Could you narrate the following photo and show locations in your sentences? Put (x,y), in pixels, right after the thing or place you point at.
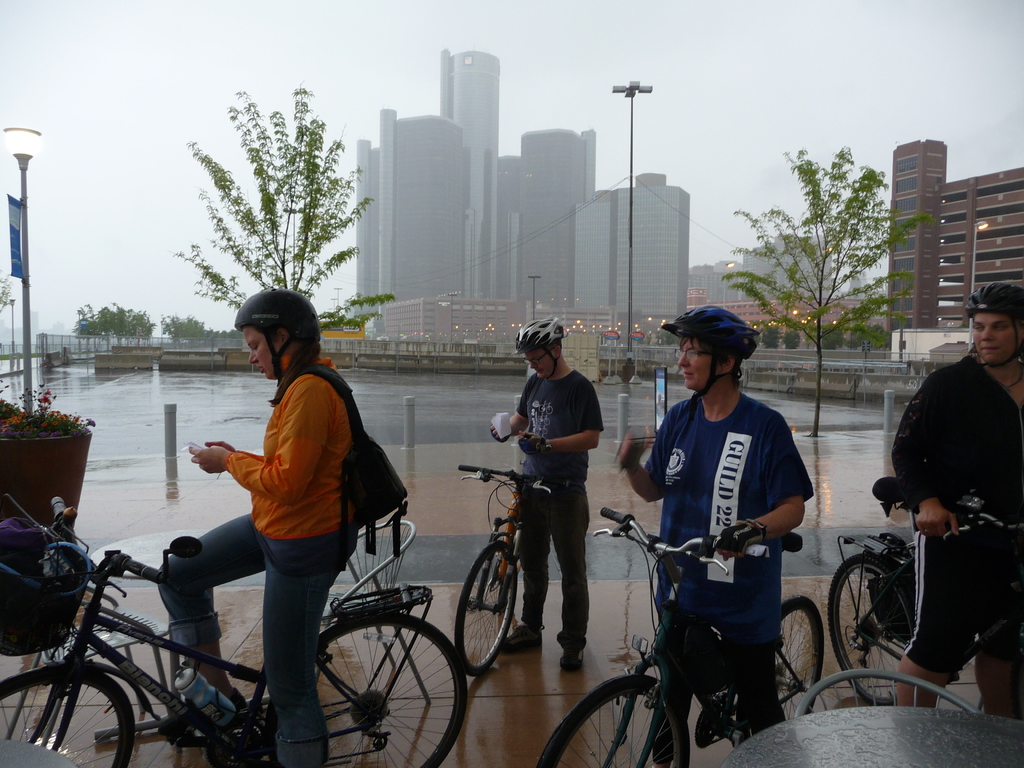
In the image there are few people (745,608) on cycle (891,587), it seems to be on a road (69,389), in the background (496,283) there are many buildings (501,257) and there are some trees (313,207) towards right side (859,266) and left side (280,259), the climate seems to be foggy and misty.
